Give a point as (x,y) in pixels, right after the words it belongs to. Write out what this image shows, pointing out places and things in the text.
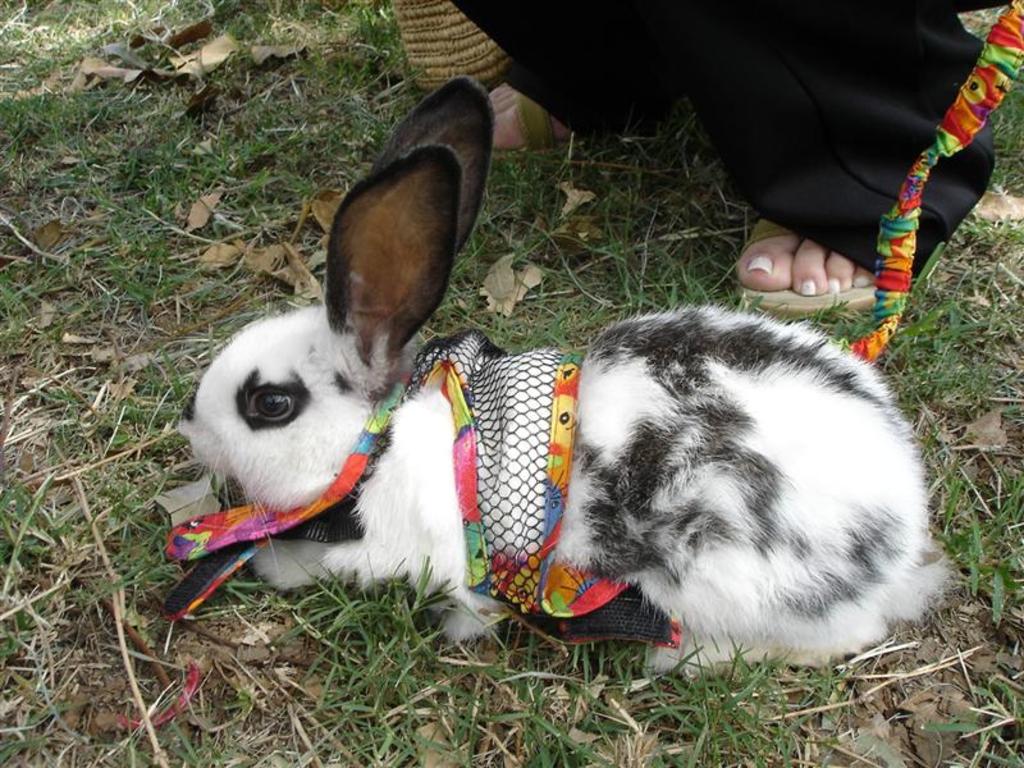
In this image we can see a rabbit (418,485) on the surface of the grass (974,517). Beside the rabbit (388,562) there is a person (859,171).
